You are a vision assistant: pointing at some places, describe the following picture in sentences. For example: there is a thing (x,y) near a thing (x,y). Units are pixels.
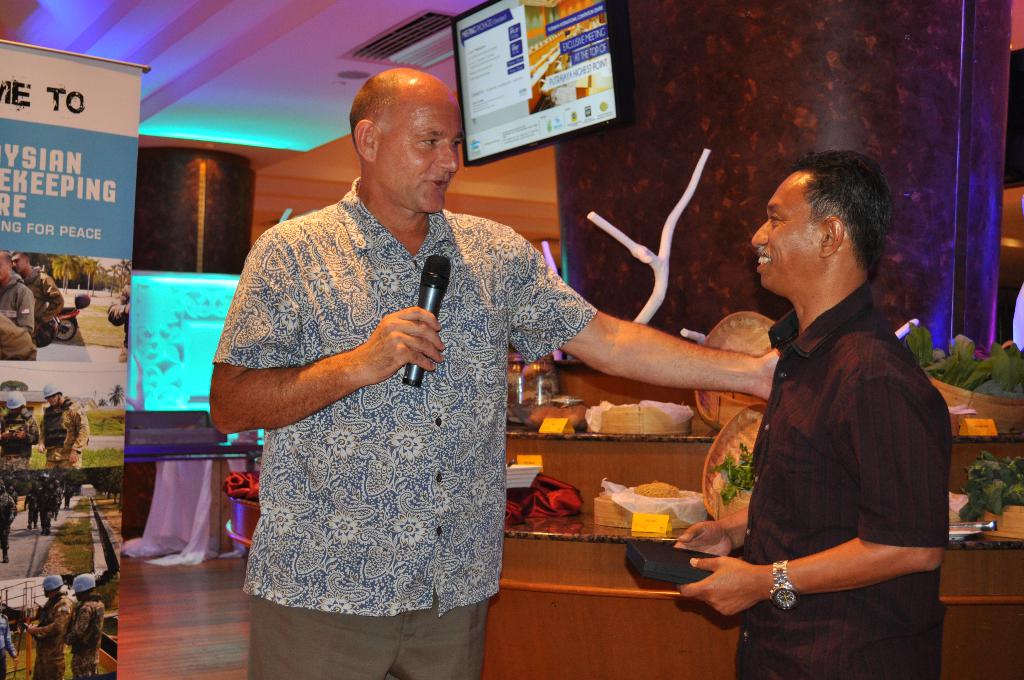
In this picture we can observe two men (440,404) standing. One of them is holding a mic (428,284) in his hand (367,357) and other is smiling. On the left side (71,274) we can observe a poster (69,306). We can observe a television (516,64) fixed to the ceiling (409,17). There is a brown color pillar (798,123). In the background (242,130) can observe lights (196,124) on the ceiling (205,111).
